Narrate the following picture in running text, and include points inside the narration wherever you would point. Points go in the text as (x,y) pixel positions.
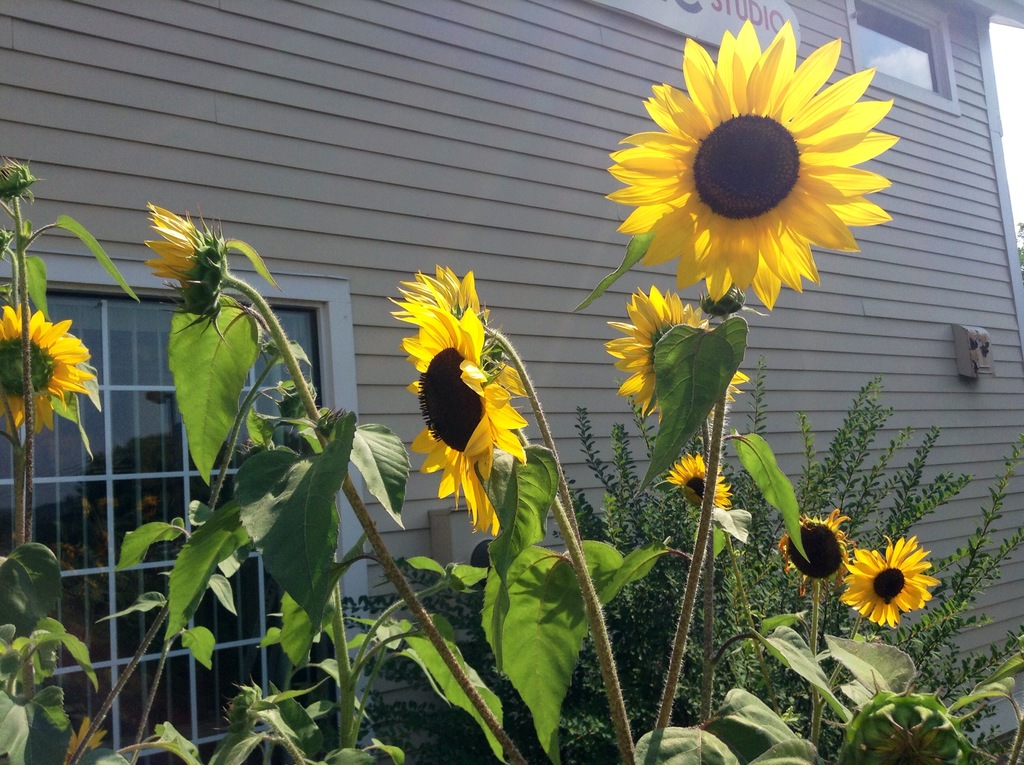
In the given image i can see a plants (269,491), flowers (15,176), window (53,302), ventilation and building (832,9) with some text (757,23).
